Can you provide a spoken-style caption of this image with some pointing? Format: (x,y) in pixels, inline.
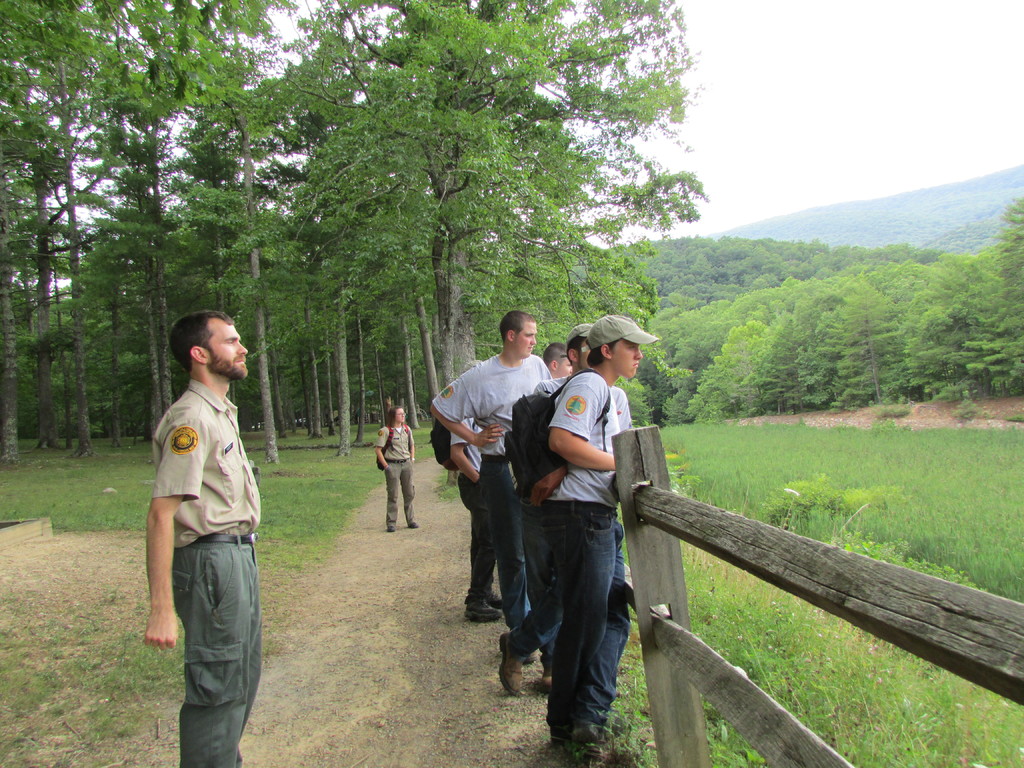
In the image there are few persons (547,486) standing behind the wooden fence (706,527) followed by grassland (800,443) on either side of the land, in the background (394,210) there are trees (819,252) and above its sky (808,100).
